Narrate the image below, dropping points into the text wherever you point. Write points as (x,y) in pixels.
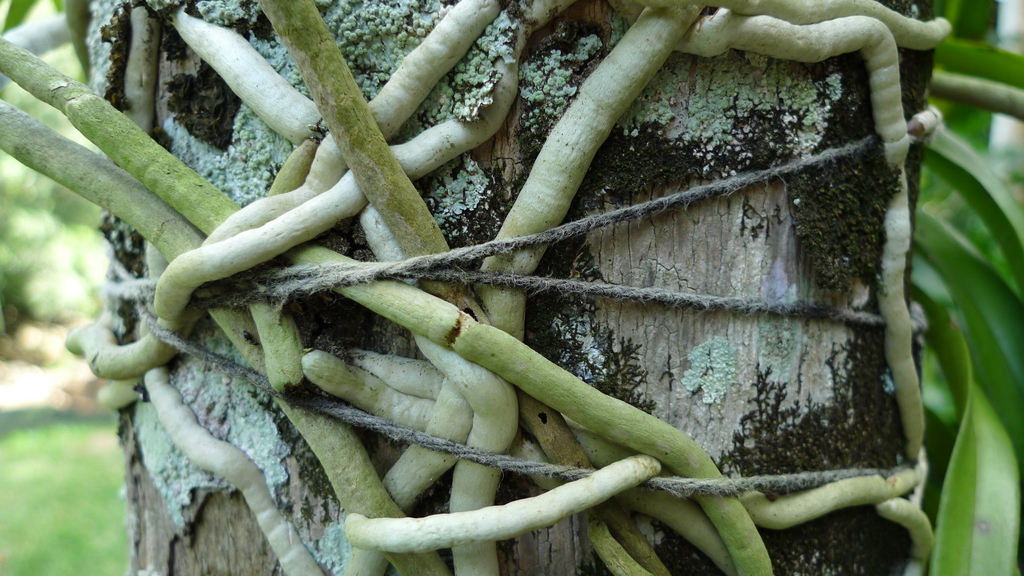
In the image there is a tree (206,540) with orchid roots (352,135) tied to it with a rope (426,257), on the left side (100,535) there is grass land (39,429) with plants (37,305) on it in the background (41,207), on the right side (973,179) there are leaves (982,196) visible.
